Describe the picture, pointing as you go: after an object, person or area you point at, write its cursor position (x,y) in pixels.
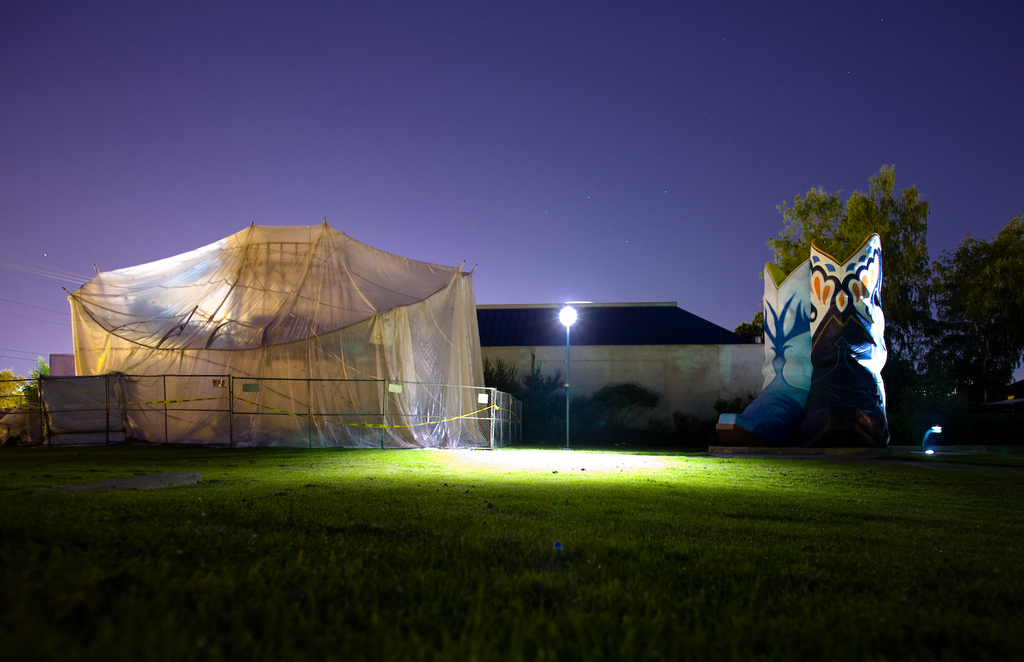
This picture is taken from outside of the city. In this image, on the right side (885,404), we can see two boot sculptures (822,319), trees (939,321), plants (922,415). In the middle of the image (491,324), we can see a tent (324,329), light (567,404), plants (548,378), building (576,354), wall (736,379). On the left side (75,387), we can see some trees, grill (427,413). At the top (605,115), we can see a sky (611,115) which is in blue color, at the bottom (781,478), we can see a grass (630,460) and reflection (524,473) of a light (527,466).
